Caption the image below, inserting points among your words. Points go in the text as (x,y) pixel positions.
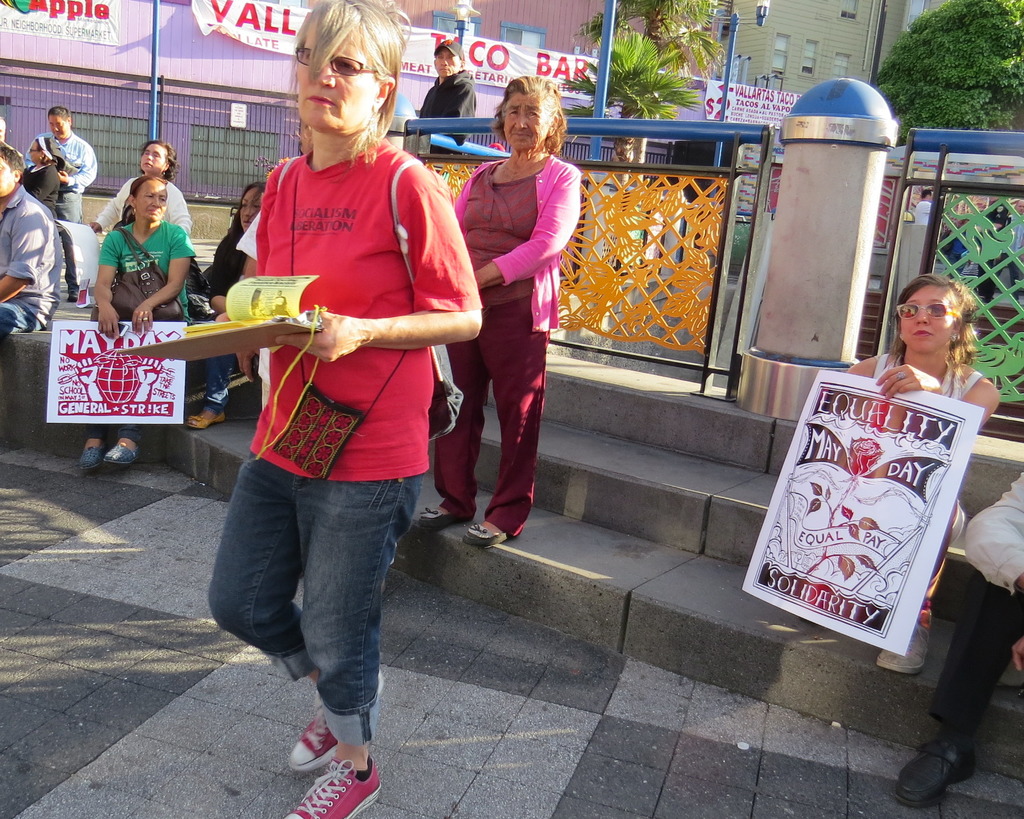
In this image I can see a group of people (383,391) are holding some objects (269,292) and posters (841,518) in their hand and I can see steps (636,499). In the background (671,230) I can see fence (646,214), buildings (247,50), boards (287,35), light poles (610,58) and trees (649,4). This image is taken, may be during a day.
